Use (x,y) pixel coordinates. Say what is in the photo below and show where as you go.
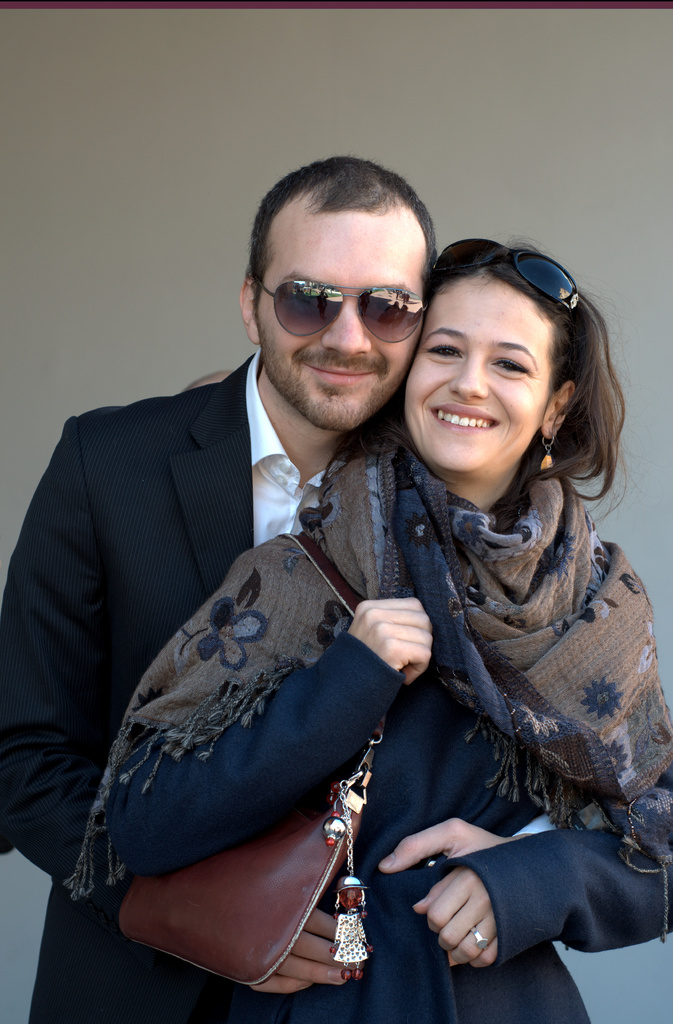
In this image there are two persons (523,471) standing and smiling, and in the background (25,282) there is a wall (516,216).
